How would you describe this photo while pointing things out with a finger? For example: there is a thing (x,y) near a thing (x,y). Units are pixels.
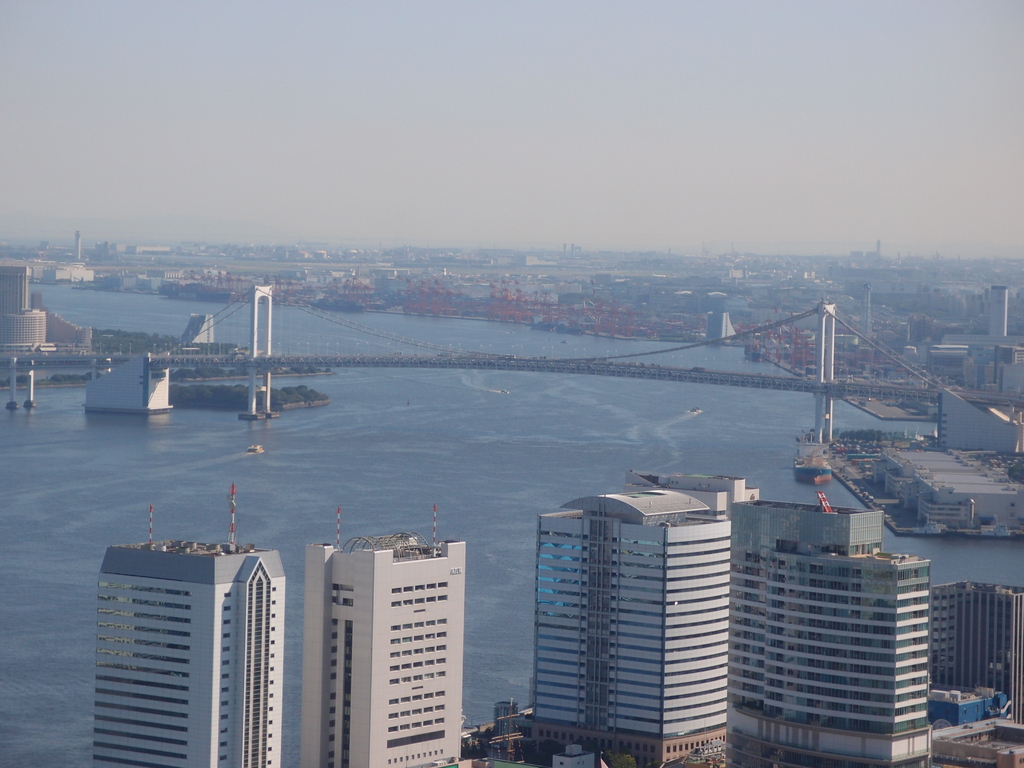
Here we can see buildings (647,606). Background (196,363) there is a bridge (212,367) and water (443,458).
